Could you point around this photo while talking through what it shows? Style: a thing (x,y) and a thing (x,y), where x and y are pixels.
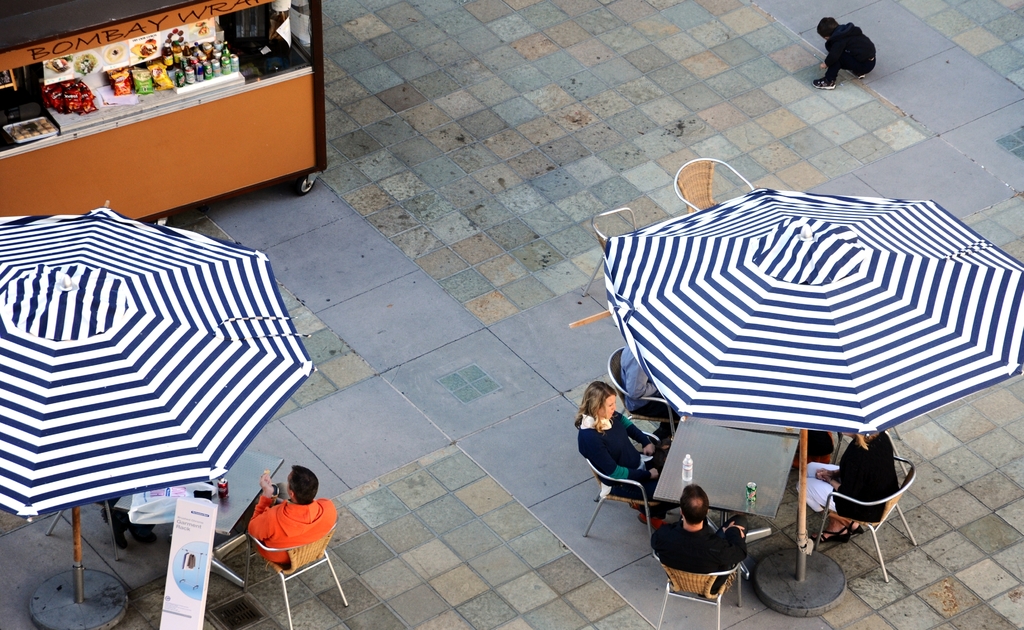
In this picture I can see few umbrellas (735,373) and few people (867,486) seated on the chairs (629,506), I can see tables (128,498) and I can see a can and few bottles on the tables (671,487) and I can see an advertisement board (203,553) on the left side (178,613) and I can see a cart (146,125) with some food items (59,101) on the left (177,54) and a boy (851,52) on the right side (857,66).
